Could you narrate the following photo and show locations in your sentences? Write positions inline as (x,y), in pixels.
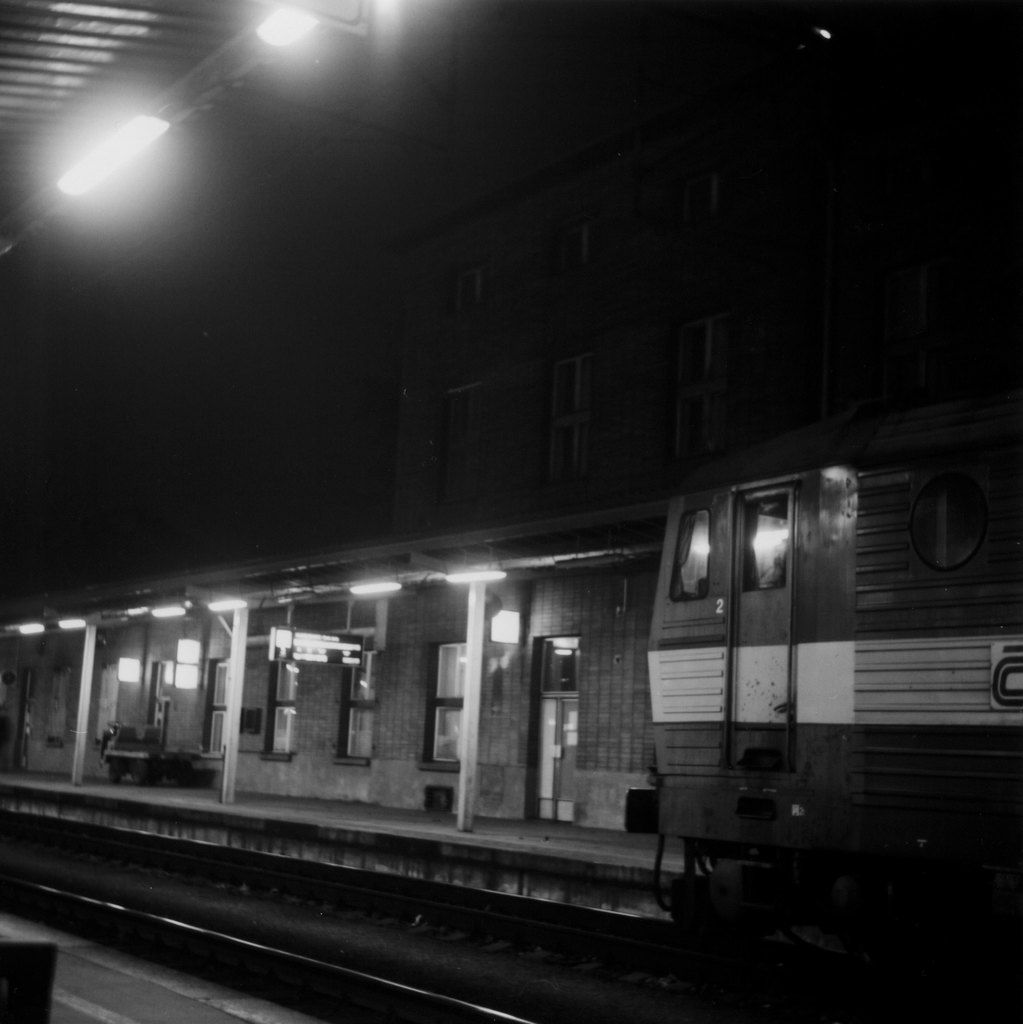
In this image I can see a railway track (509,919), on the track (545,924) I can see a train (879,679) on the track (528,945) and I can see few lights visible on the platform (302,809).
